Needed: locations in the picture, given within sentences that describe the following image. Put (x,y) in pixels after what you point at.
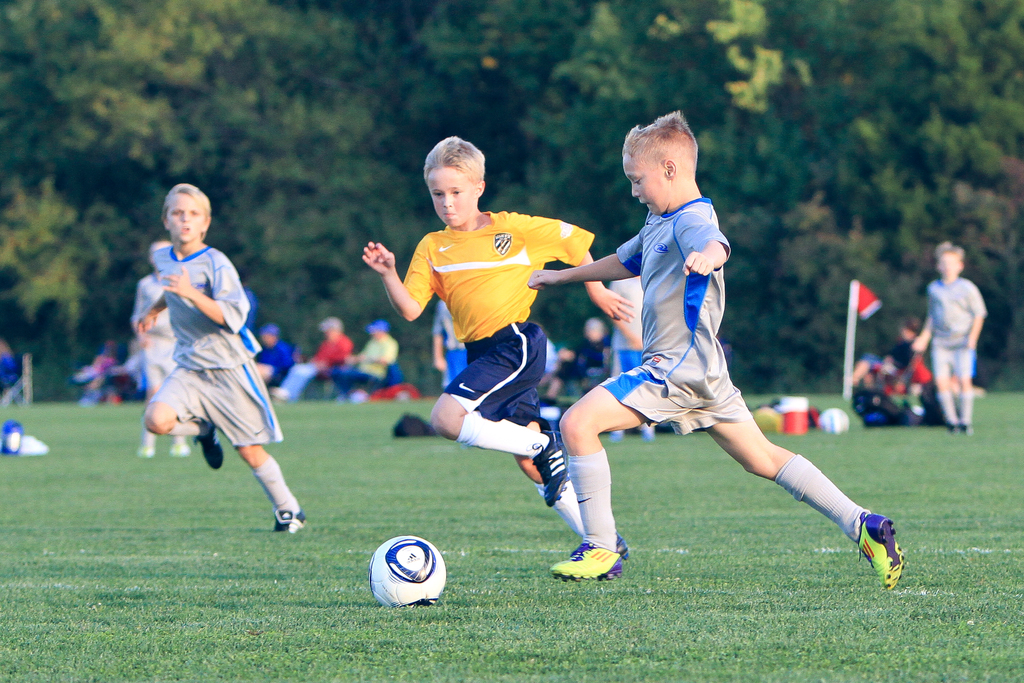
In this image we can see few people (578,465) are playing soccer. There is a soccer ground (725,610) in the image. There are many trees (835,320) in the image. There are few people (310,365) sitting on the chairs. There are many objects (800,410) on the ground (147,672).
